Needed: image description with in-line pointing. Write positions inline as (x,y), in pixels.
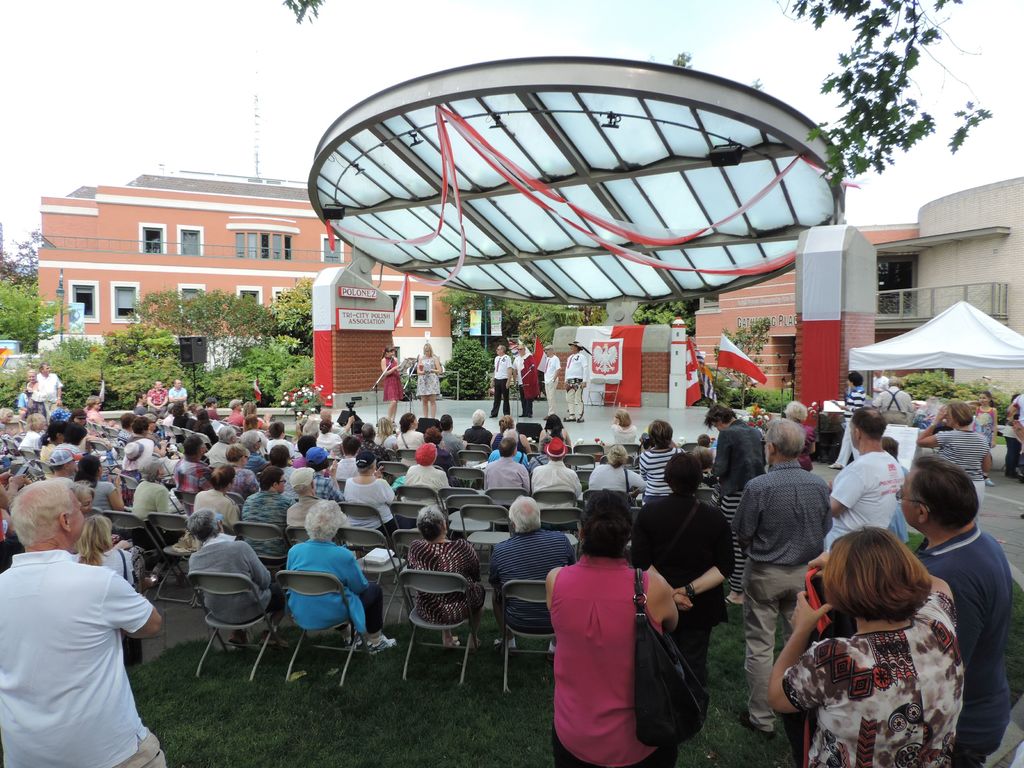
In the image there were group of people (280,484) sitting on the chair (568,493) and they were listening something speech. And there is a stage (485,406) on that stage (492,404) some people (502,388) were speaking something else, and coming to the bottom left (48,708) one man (48,690) standing and watching and coming on right side (771,630) all people (804,537) were also watching they were standing too in center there is lady (600,715) she is carrying hand bag (638,691) which is in black color. The sky (303,50) with clouds (373,40) and back there is a building (108,261) and few trees (156,318).
